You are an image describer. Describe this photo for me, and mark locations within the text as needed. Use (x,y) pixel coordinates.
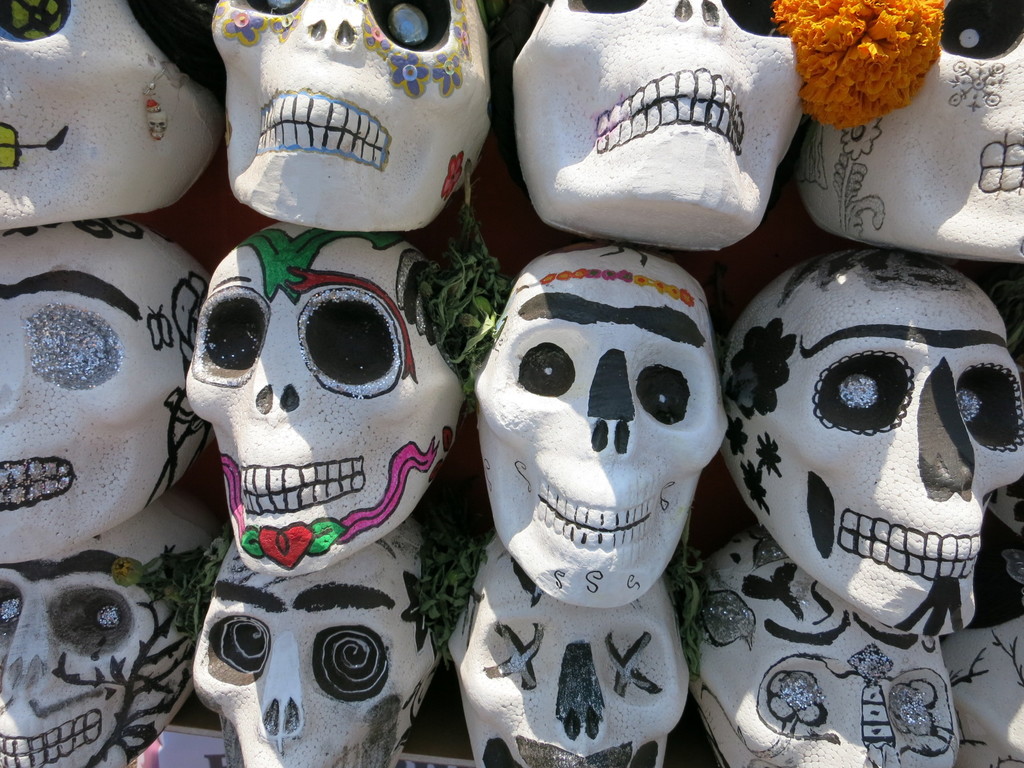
In this image we can see few objects (334,136) with the shape of the skull (497,397) and we can see a flower (841,24) and leaves (471,230) in between the skull (144,351).
